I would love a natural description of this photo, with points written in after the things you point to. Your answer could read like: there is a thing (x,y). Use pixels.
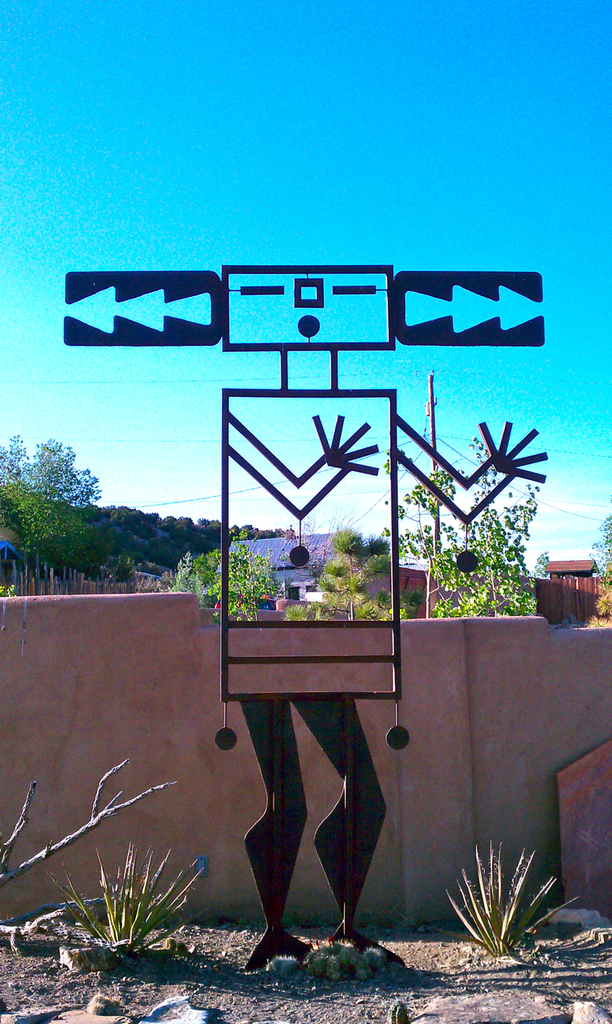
There is a metal object (320,733) as we can see at the bottom of this image (262,809) and there is a wall (453,625), trees (345,569) and some buildings (288,569) in the background (444,572). There is a sky (262,183) at the top of this image (281,198). We can see some plants (166,863) at the bottom of this image (511,907).
